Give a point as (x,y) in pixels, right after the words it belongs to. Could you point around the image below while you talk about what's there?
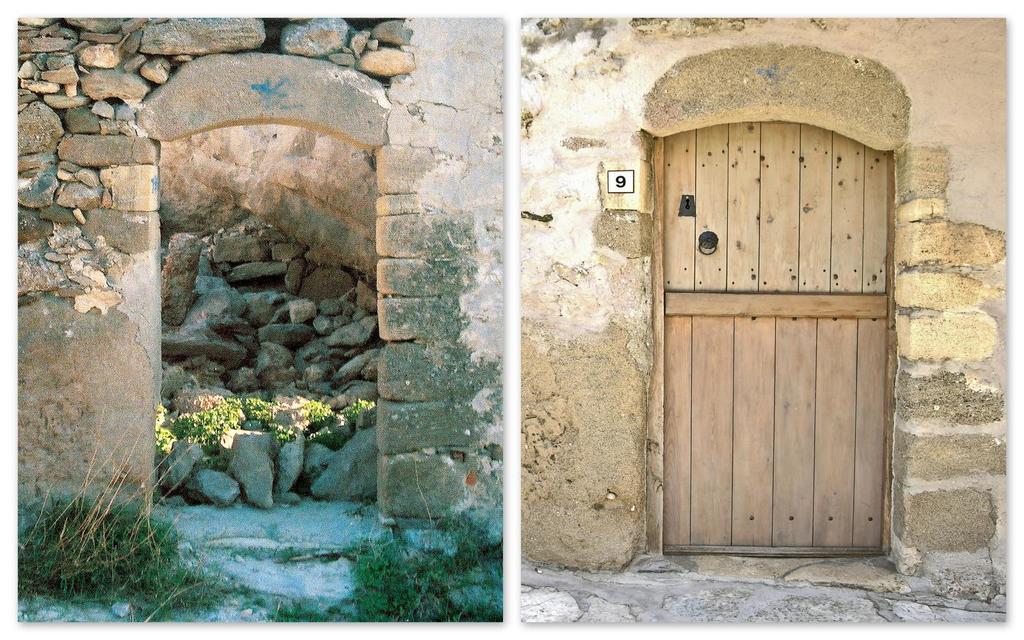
In the image there is door (730,530) on the wall (593,248), on the left side (339,328) there is an entrance (210,159) and behind there are rocks (259,320), there is some grass (160,522) in the front (425,616).
